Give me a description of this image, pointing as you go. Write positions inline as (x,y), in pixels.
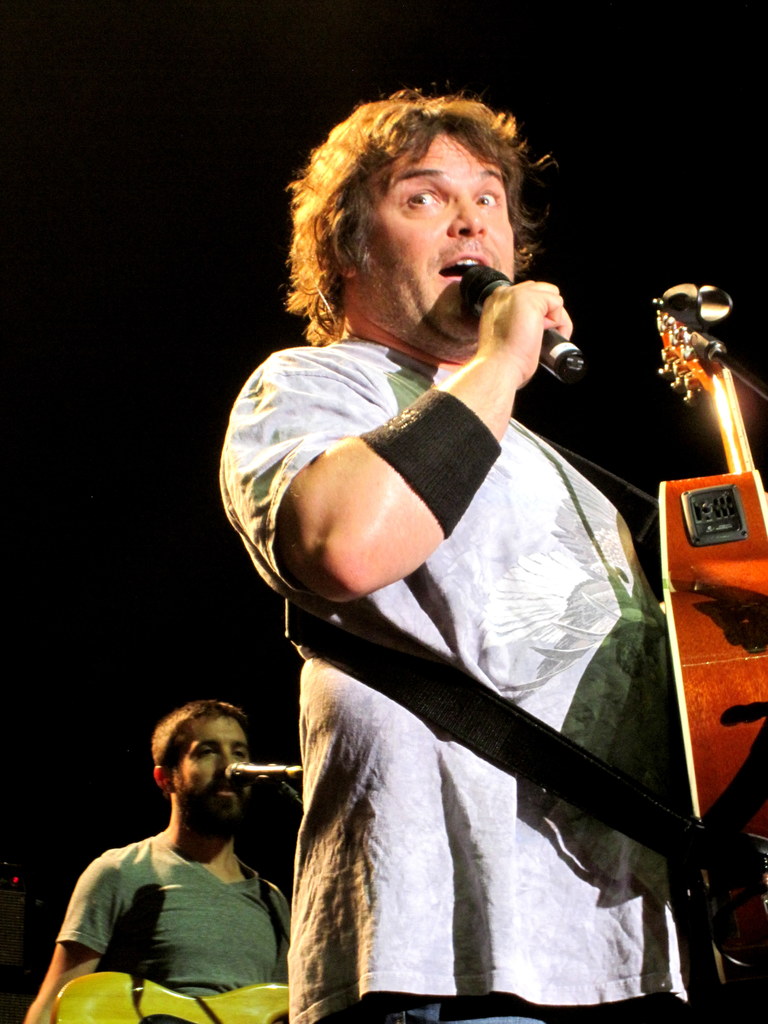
In this picture we have one person (471,607) standing and he's talking with the microphone (474,289) and he's holding a guitar (714,659) and back side we have a person (227,777) holding with guitar (155,999).
